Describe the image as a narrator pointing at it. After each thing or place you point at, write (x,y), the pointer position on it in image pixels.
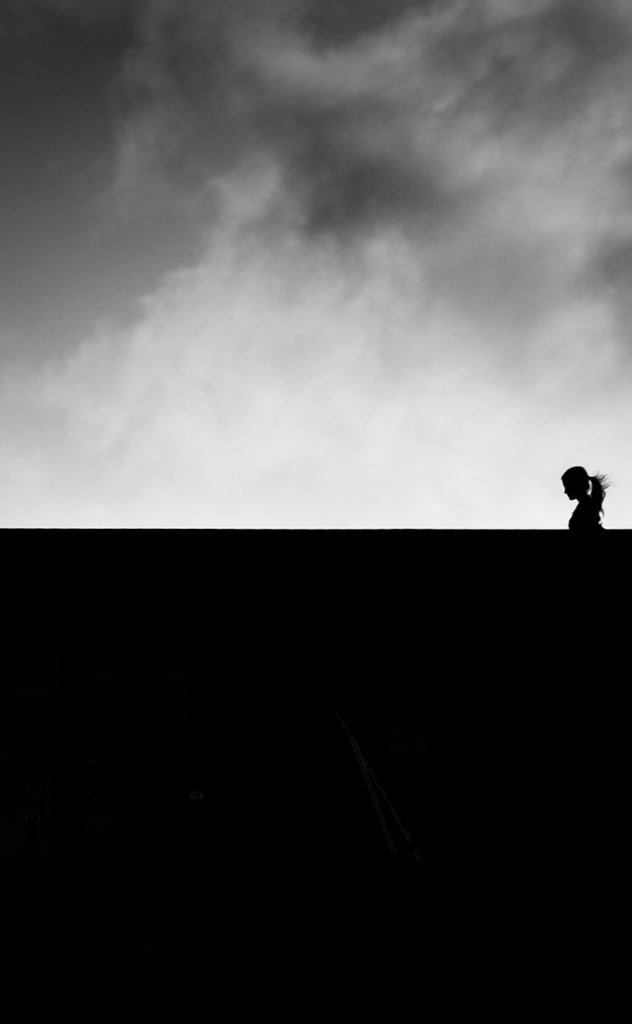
On the right side of the image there is a person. At the bottom (315,823) there is a wall (199,747). In the background (101,236) we can see sky (309,229).
